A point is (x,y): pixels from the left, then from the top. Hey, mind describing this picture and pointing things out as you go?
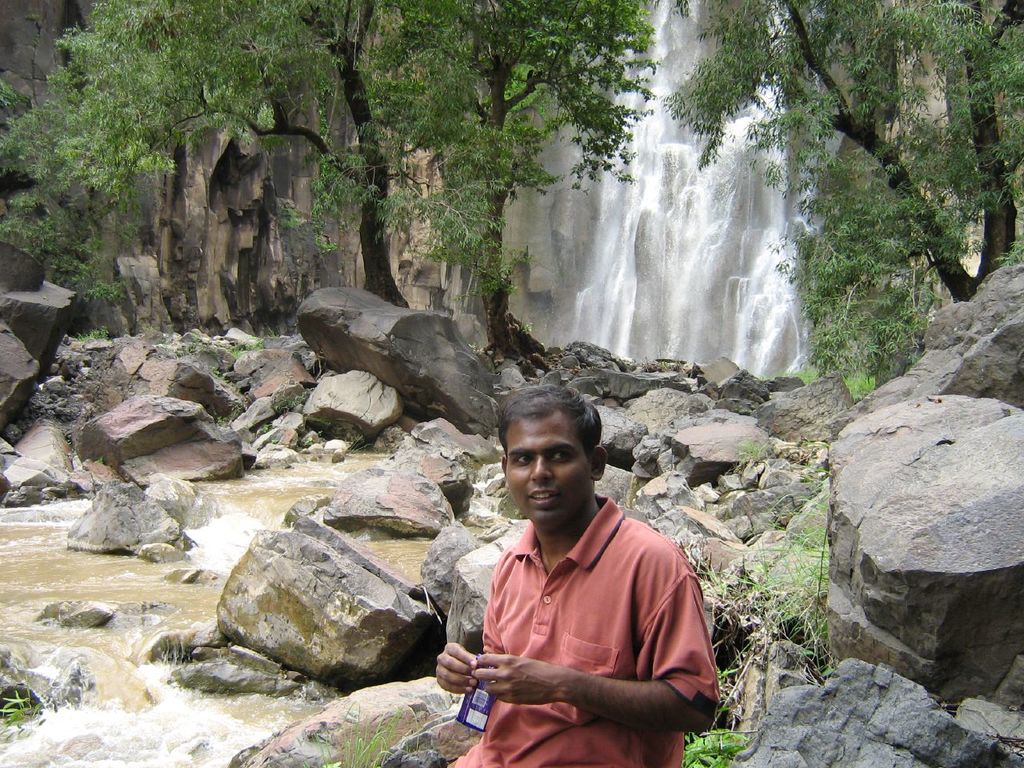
In the foreground of the picture (605,510) there is a person (517,664), he is holding a chocolate (475,694). On the left (331,606) there are rocks (118,522) and water (165,582) flowing. On the right (792,550) there are stones (883,513) and grass (766,597). In the center of the picture (523,361) there are trees (964,240) and stones (362,347). In the background (649,200) there is a waterfall (682,226) from the mountain (605,263).
